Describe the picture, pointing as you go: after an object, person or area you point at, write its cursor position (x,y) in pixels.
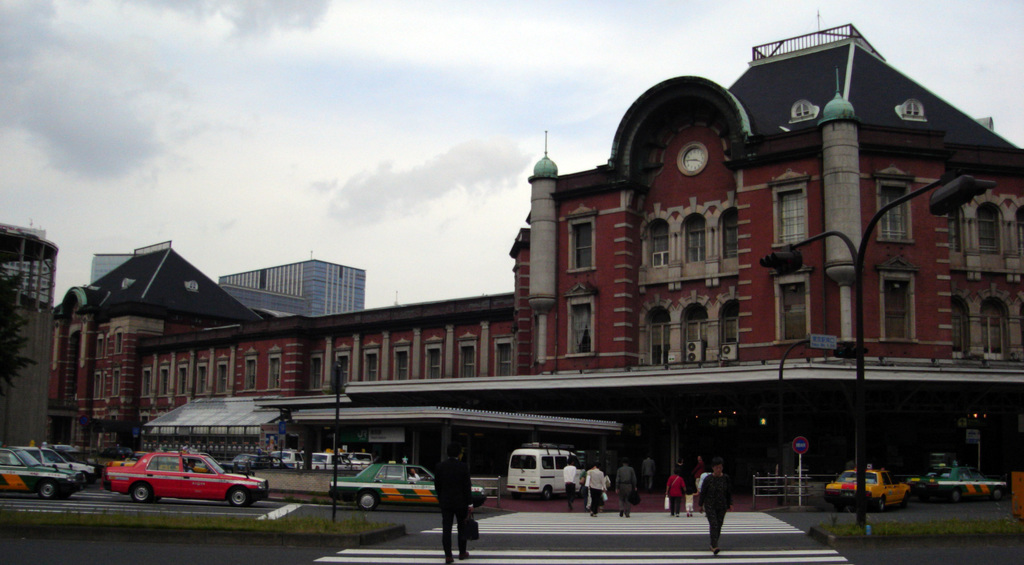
In this image I see number of buildings (217,323) and I see a pole (861,250) over here on which there are traffic signals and I see the road (646,524) on which there are white lines (611,519) and I see few people (622,491) and I see number of cars (292,466) and I see a sign board (797,441) over here and I see the green grass (52,520). In the background (377,273) I see the sky (428,153) and I see that there is a clock (695,161) over here.
